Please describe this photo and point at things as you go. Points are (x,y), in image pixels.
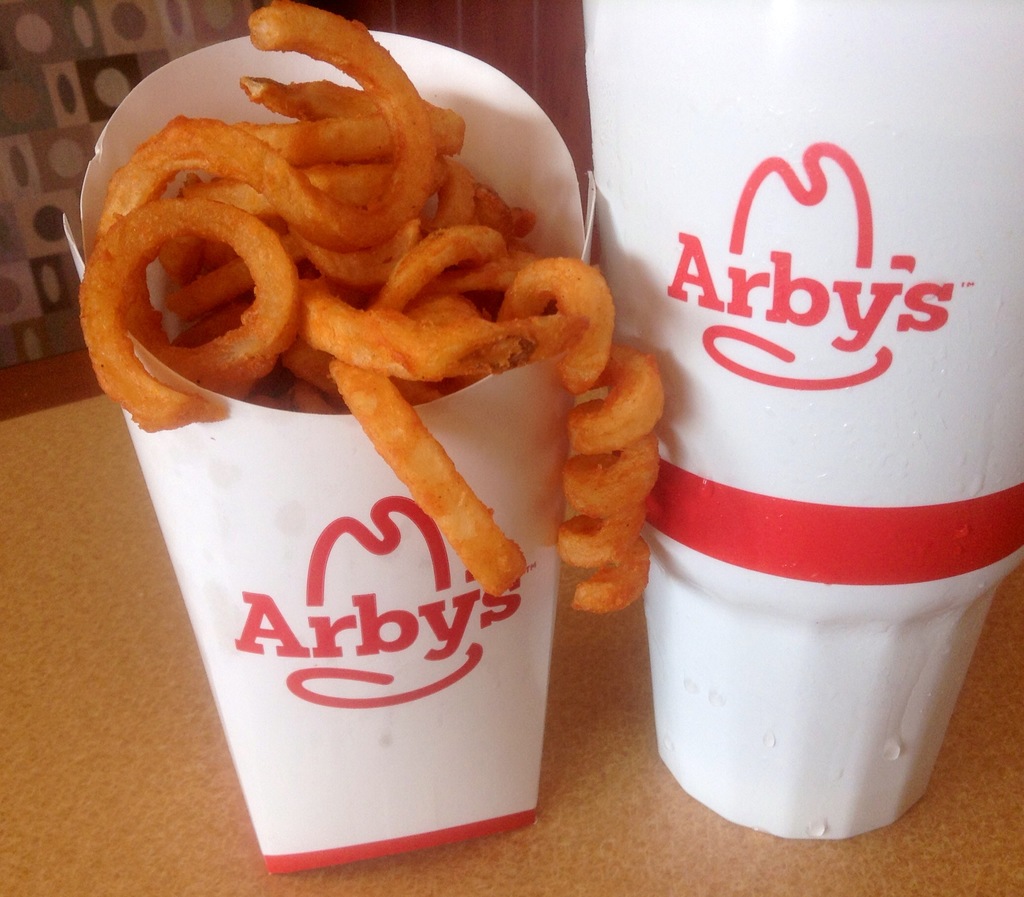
In this image I can see the food (241,315) in the paper cup (294,623). The food (383,426) is in brown color. To the side I can see the red and white color object (790,555). These are on the brown color surface (529,867). In the background (146,21) I can see the wall (160,27).
